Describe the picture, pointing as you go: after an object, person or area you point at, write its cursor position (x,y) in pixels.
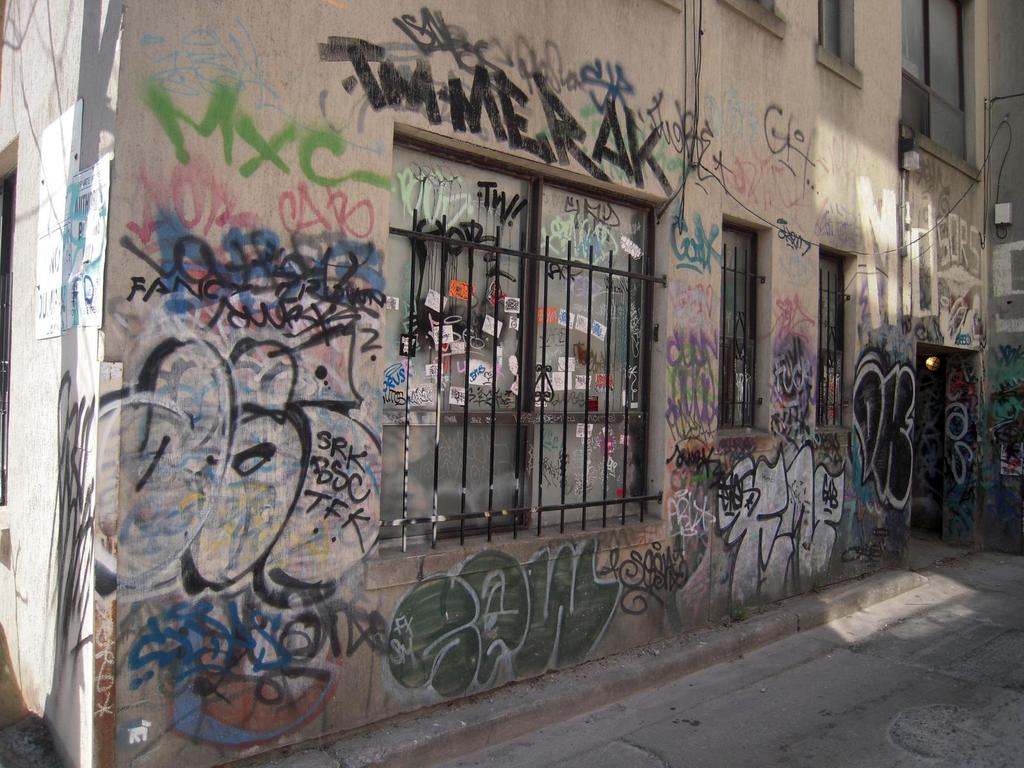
The picture consists of a building (160,220), on the walls (452,564) of the building (492,360) there is graffiti (794,369). On the left (64,228) there are posters (73,251) on the wall (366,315). In this picture there are windows (736,356). At the bottom (802,671) it is road (807,690).
